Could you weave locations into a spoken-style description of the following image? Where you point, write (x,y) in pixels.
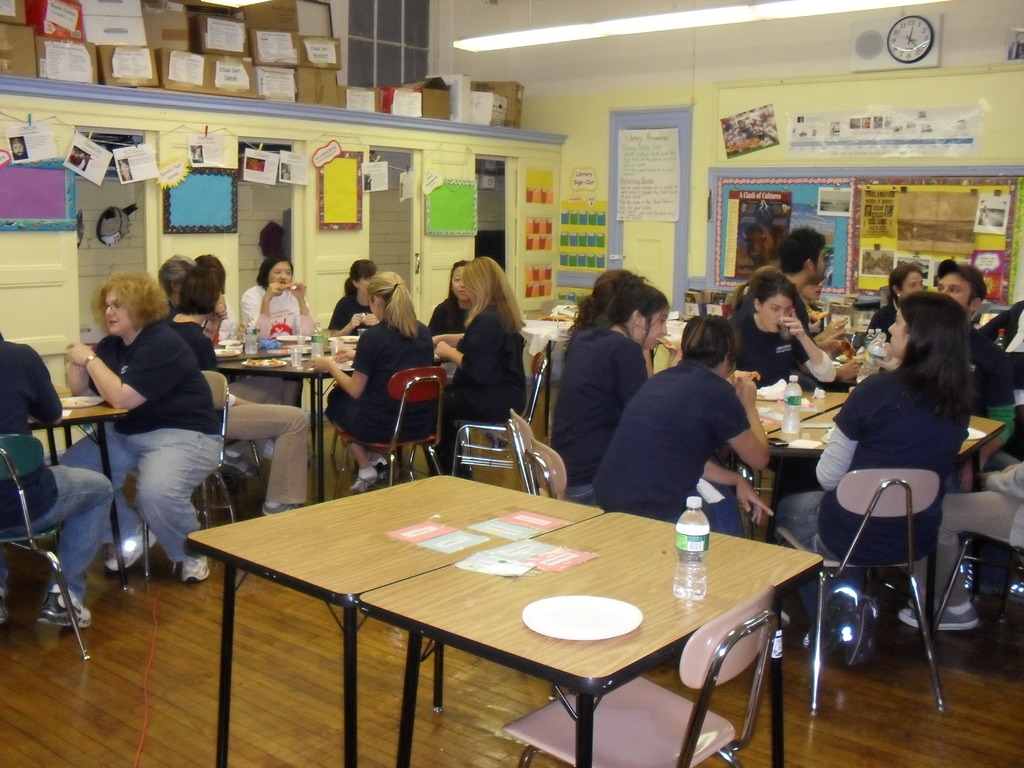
In the image we can see group of persons (899,431) were sitting on the chair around the table (570,323). On table (834,407), we can see water bottle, tissue paper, plate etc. In front (520,612) bottom we can see table (523,600) along with one chair (697,670) and we can see plate (595,615) and water bottle (697,545). And back there is a notice boards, wall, clock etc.
